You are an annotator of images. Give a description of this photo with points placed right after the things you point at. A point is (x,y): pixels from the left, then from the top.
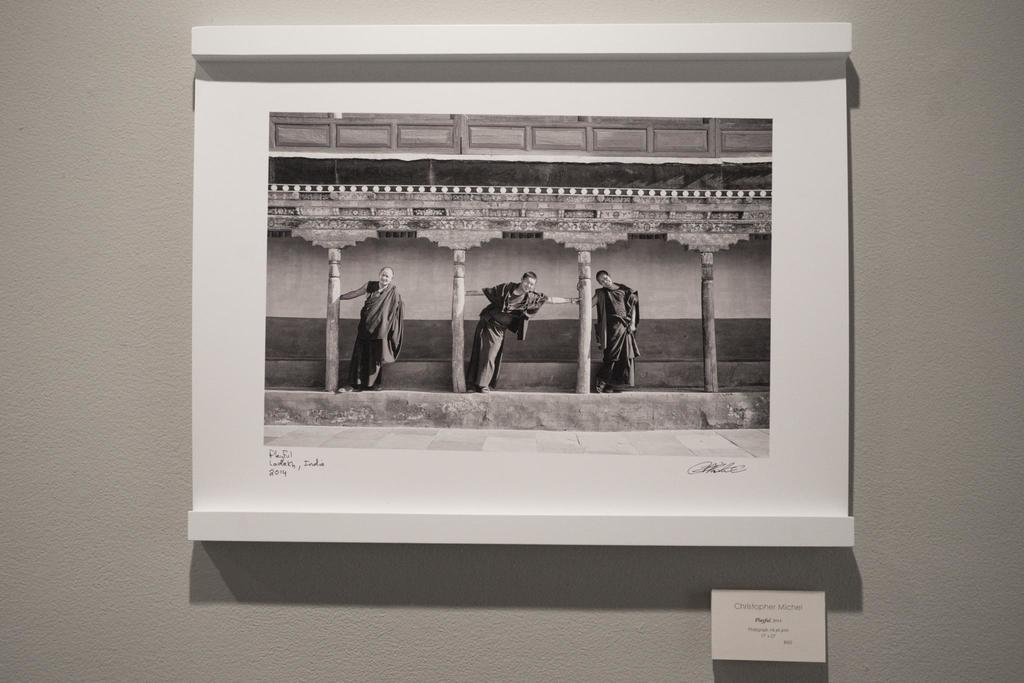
In this image we can see one black and white photo frame (815,415) hanged on the grey wall (236,20). There is one name board (783,620) with text (769,629) hangs below the photo frame (687,327). In this photo (743,375) there is one building (432,232), some text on the photo frame (733,466), three people (624,308) standing and holding building pillars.
